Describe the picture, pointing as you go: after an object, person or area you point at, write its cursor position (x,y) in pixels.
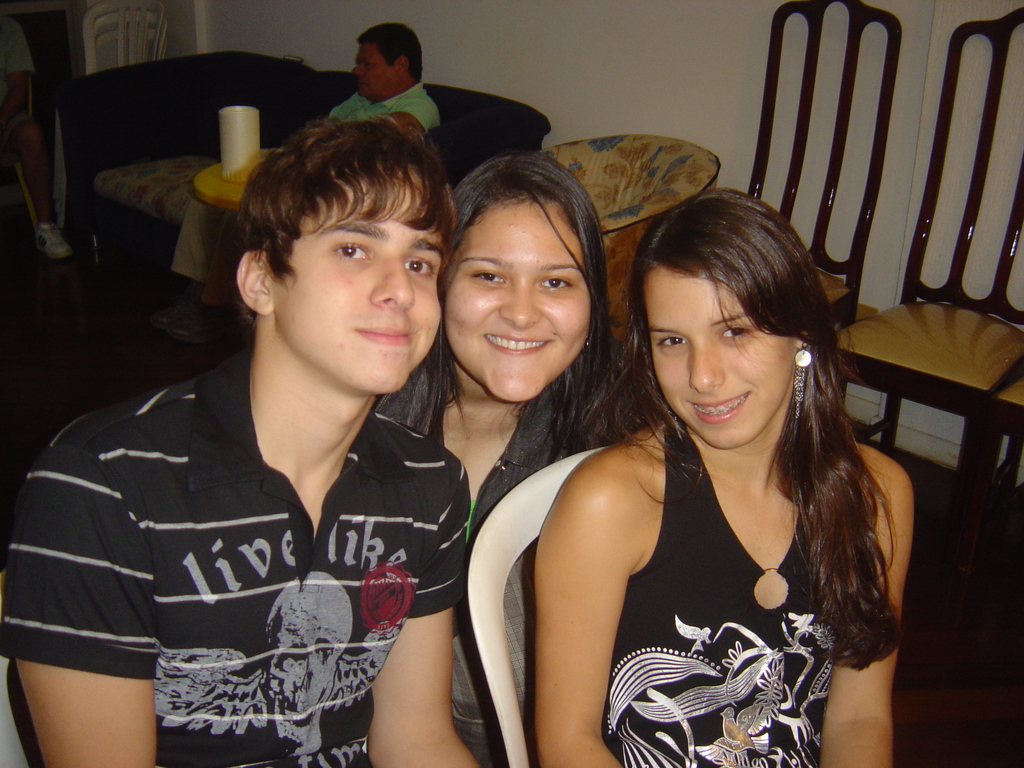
In this picture we can observe four members (419,233). There are two men (341,270) and two women (584,442). Three of them are smiling and wearing black color dresses (440,567). The fourth man (374,104) is sitting in the sofa (196,124). On the right side (833,156) there are two chairs (823,222). In the background (481,20) there is a wall (511,41).
